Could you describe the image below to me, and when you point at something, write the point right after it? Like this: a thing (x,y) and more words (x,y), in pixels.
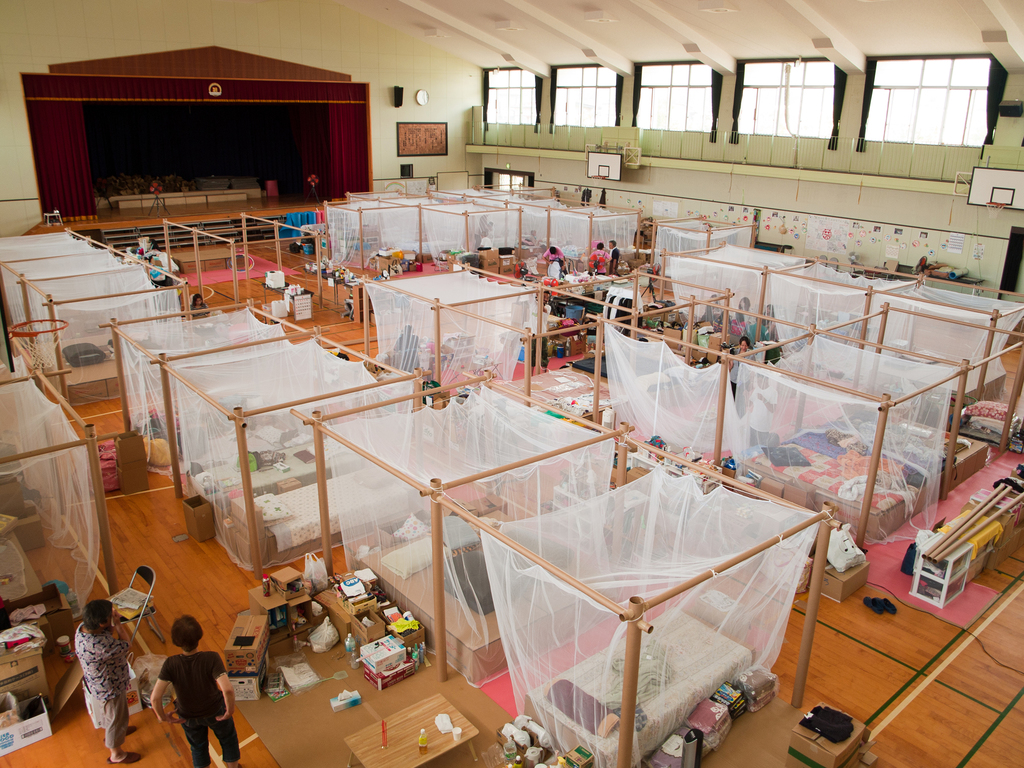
In this picture I can see a number of beds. I can see a number of mosquito nets (496,484). I can see a few basketball nets (593,155). I can see the cardboard poles (576,584). I can see a number of people (404,357). I can see the tables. I can see staircase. I can see glass windows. I can see a number of cardboard boxes (241,630).
